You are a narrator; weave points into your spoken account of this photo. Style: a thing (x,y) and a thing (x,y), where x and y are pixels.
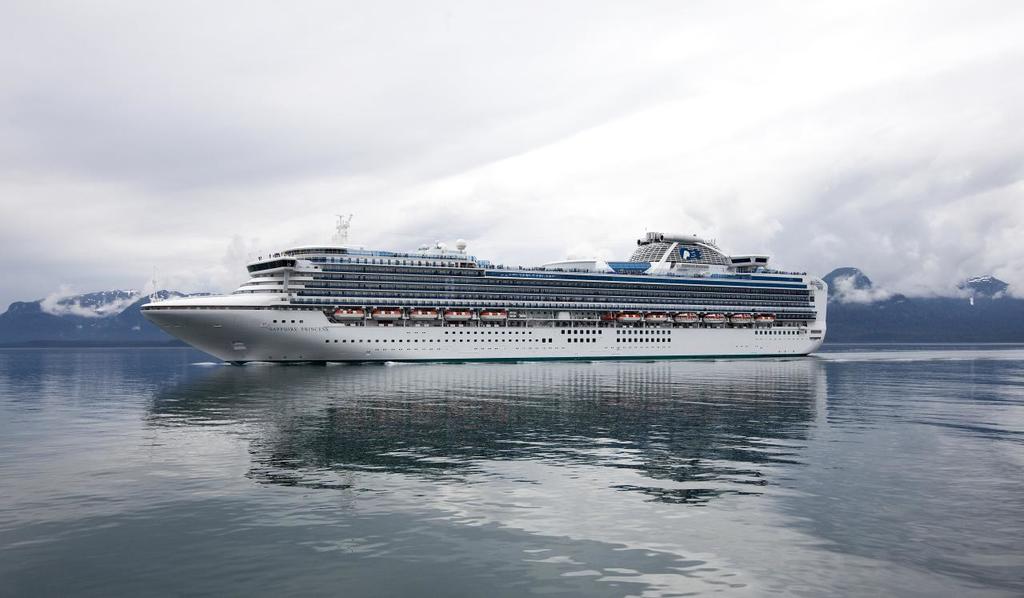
In this picture we can see a ship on water (602,514) and in the background (957,114) we can see mountains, sky (942,111).
